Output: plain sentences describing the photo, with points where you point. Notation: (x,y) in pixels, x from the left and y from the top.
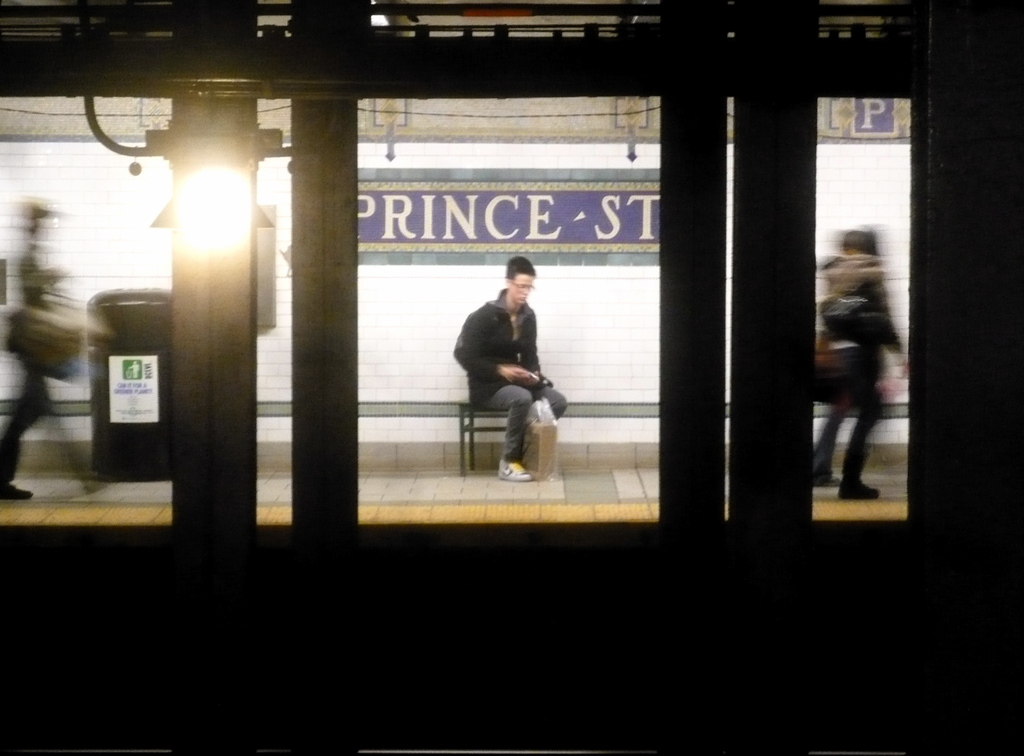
In the background (845,194) we can see the boards (626,207) and the wall (831,194). In this picture we can see a person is sitting on a chair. We can see the people (32,297), objects (159,298) and a light (198,236). On the floor (626,484) we can see a box (553,467) in a cover (542,442).
